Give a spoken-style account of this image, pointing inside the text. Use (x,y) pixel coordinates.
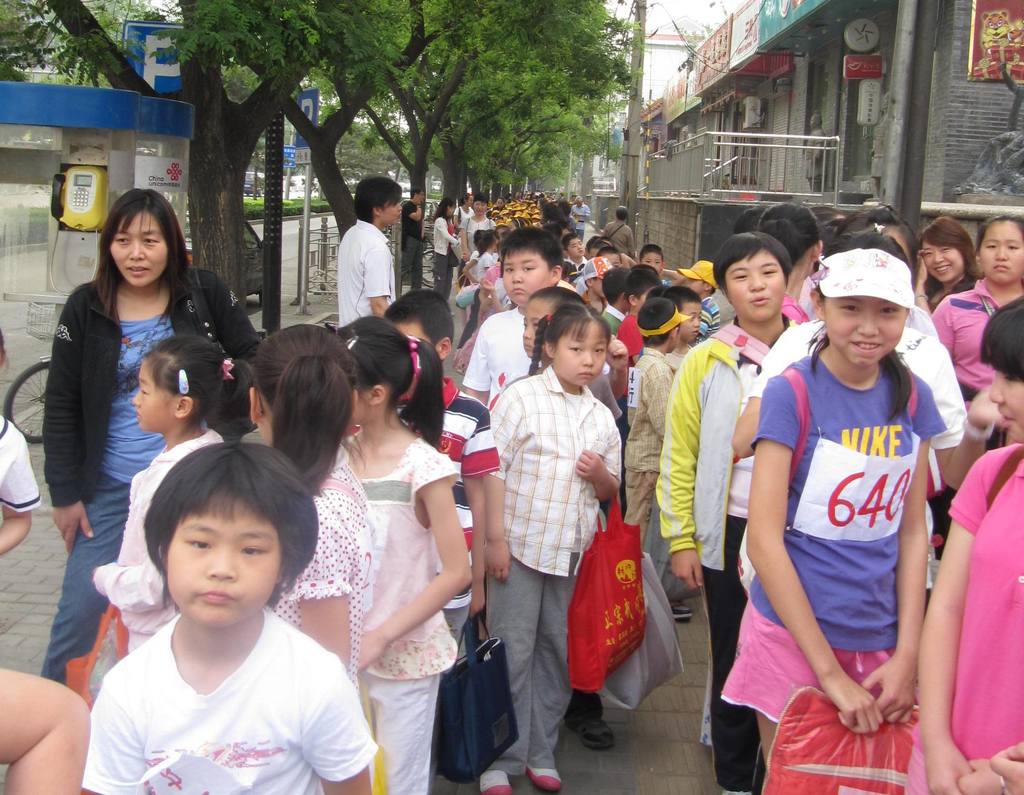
In this image I can see group of people (71,454) standing. In front (289,734) the person (214,684) is wearing white color shirt (299,726). In the background (751,159) I can see few stores (859,107), railing (831,152), few boards (864,71), trees (429,86) in green color and the sky (658,8) is in white color and I can also see the telephone (60,196).
